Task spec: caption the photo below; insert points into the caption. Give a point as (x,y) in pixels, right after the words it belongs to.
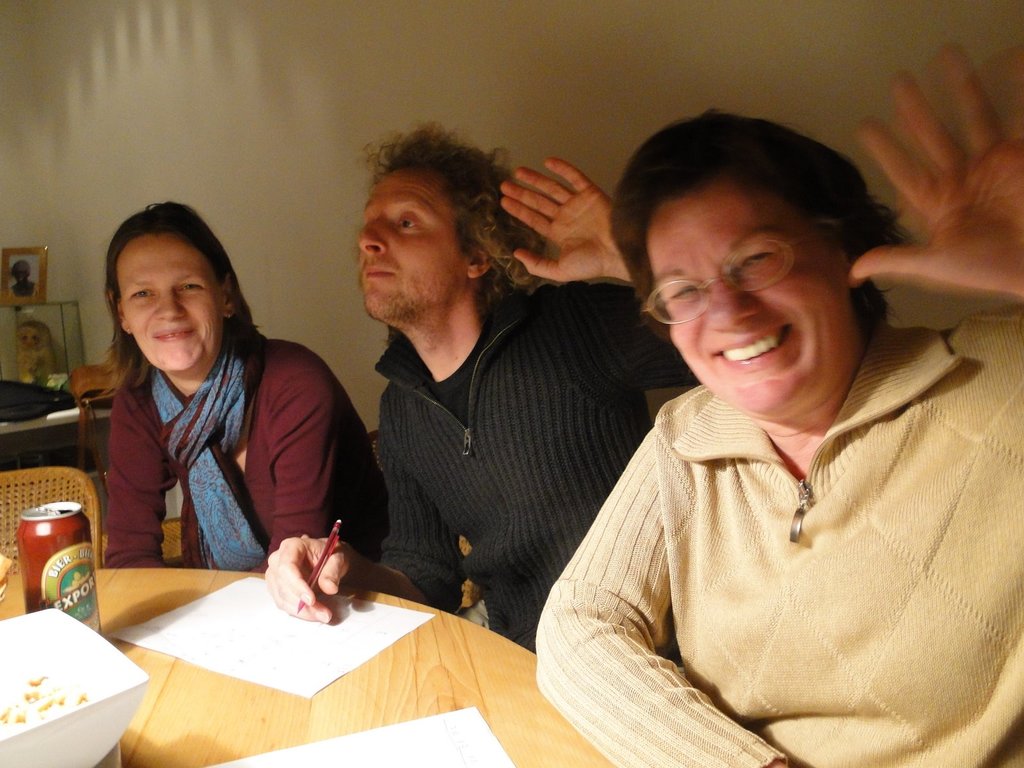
In this image I can see three people (513,371) sitting in front of the table (333,687) and one person (338,543) is holding the pen (312,581). On the table (148,698) there is a paper (269,665), bowl (115,714) and the tin (52,551). To the left (48,431) there is also a table (77,425) and some of the objects (60,383) on the table (58,420).
